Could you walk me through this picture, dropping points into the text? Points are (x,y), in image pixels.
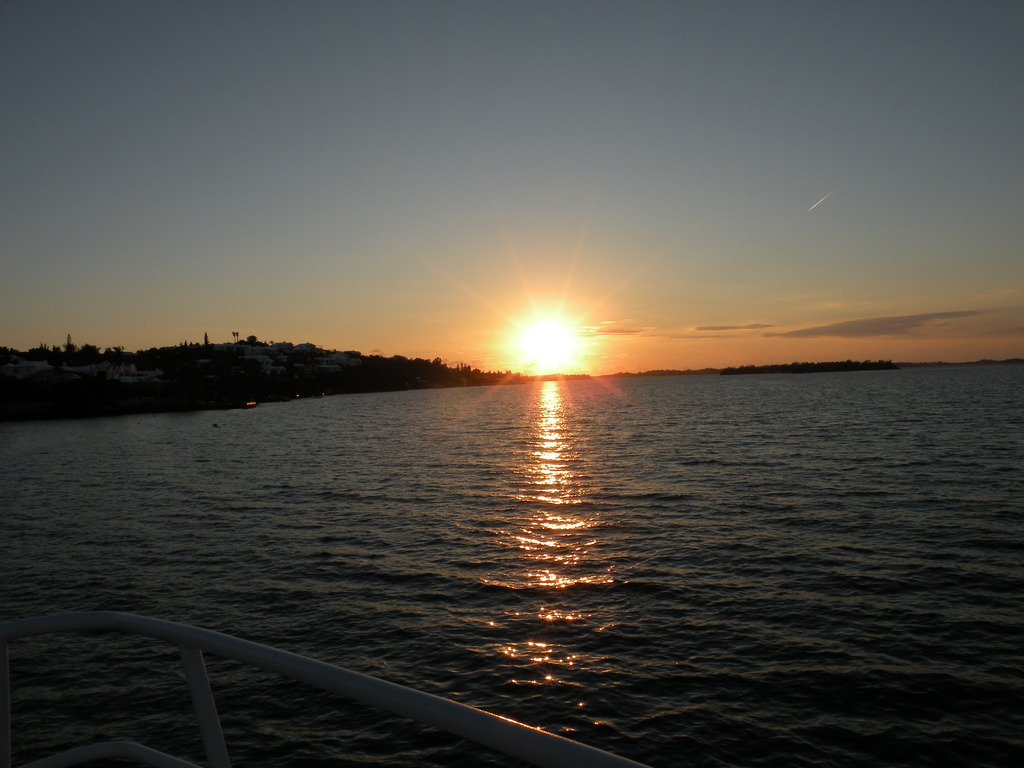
Far there is a sunset (510,343). Here we can see water (386,474).
